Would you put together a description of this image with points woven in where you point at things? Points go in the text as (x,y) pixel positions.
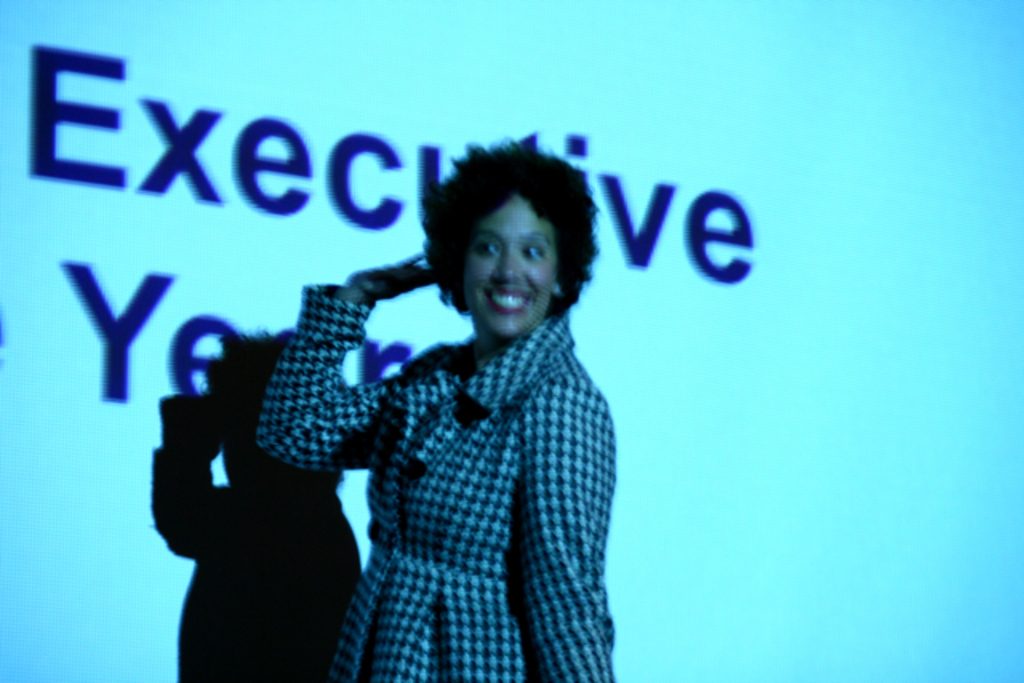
In the center of the image (501,356), we can see a lady (472,349) wearing a coat (398,427) and smiling. In the background (278,136), there is a screen (657,118) and we can see some text (131,301) and a shadow (214,534) on it.
